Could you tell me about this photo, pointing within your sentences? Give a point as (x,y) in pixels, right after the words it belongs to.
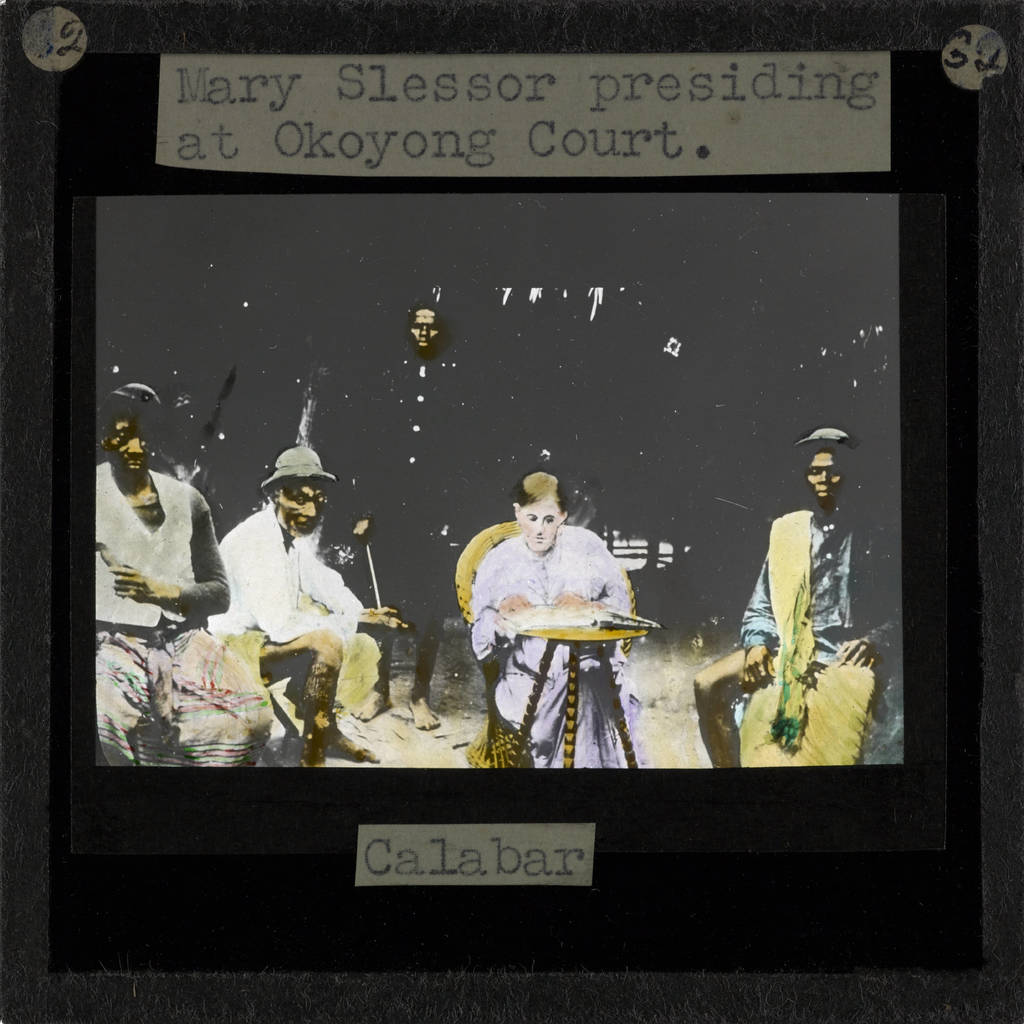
In the picture I can see depiction of people (546,583). I can also see something written on objects (410,861).
